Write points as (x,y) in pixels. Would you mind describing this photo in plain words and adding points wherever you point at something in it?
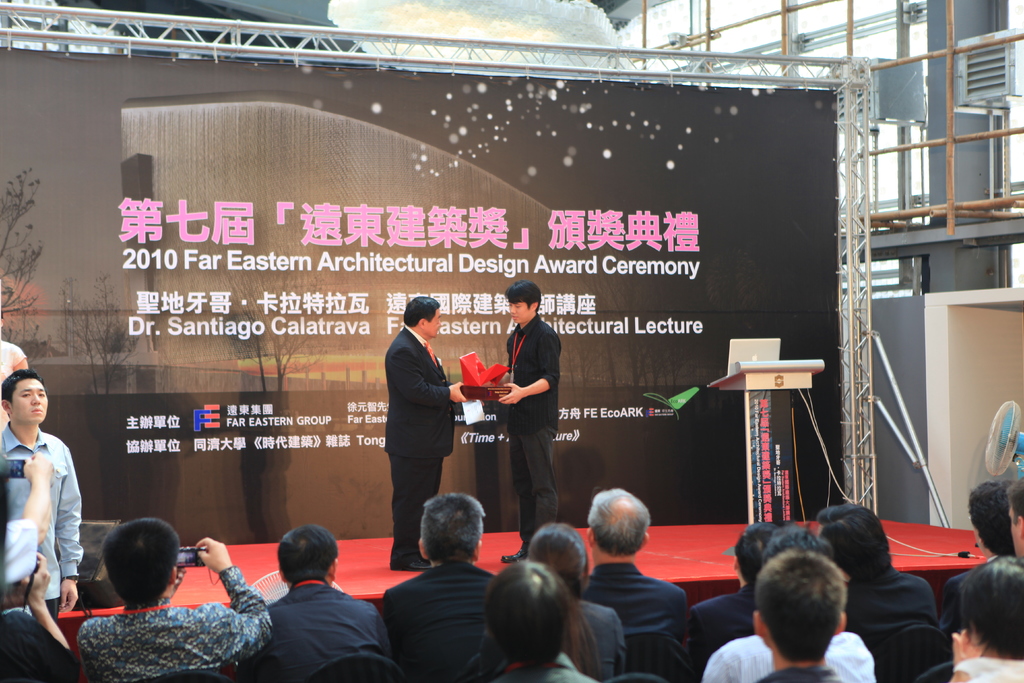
In this image I can see some people (750,605). I can see two persons (407,414) standing on the stage (722,580). In the background (412,285), I can see some text (573,226) on the wall (216,253).
